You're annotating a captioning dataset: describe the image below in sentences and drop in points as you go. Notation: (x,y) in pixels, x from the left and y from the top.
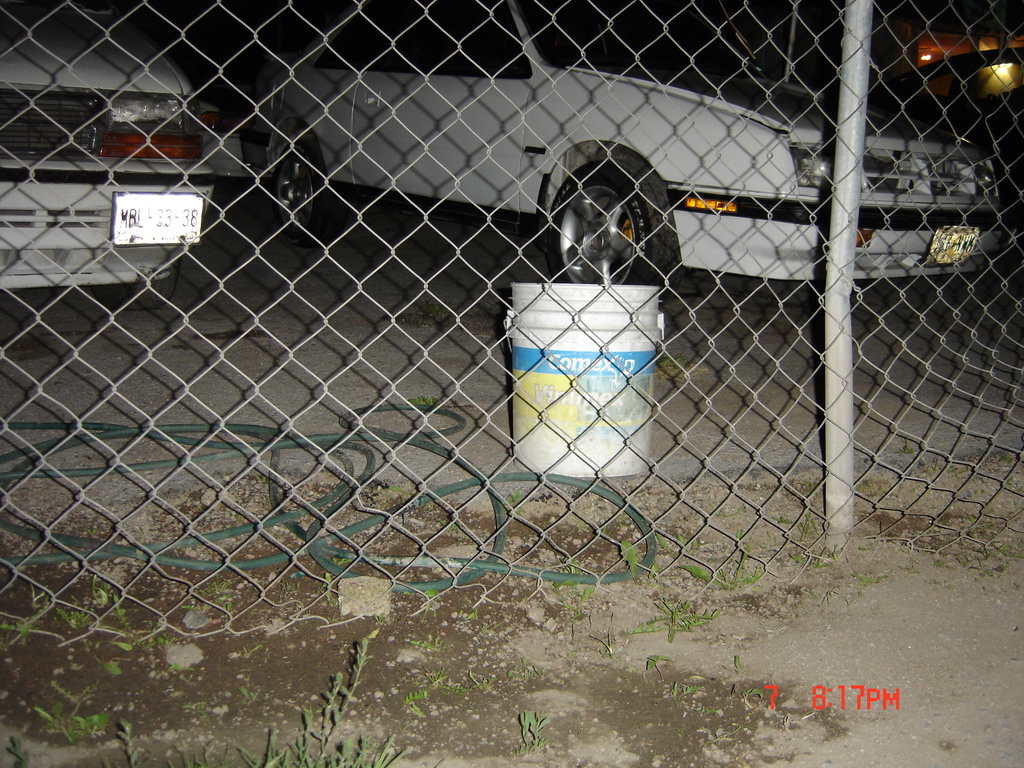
There is a mesh (393,455) at the bottom of this image (746,559). In the background (145,201), we can see cars (194,182) and a bucket (595,344).
